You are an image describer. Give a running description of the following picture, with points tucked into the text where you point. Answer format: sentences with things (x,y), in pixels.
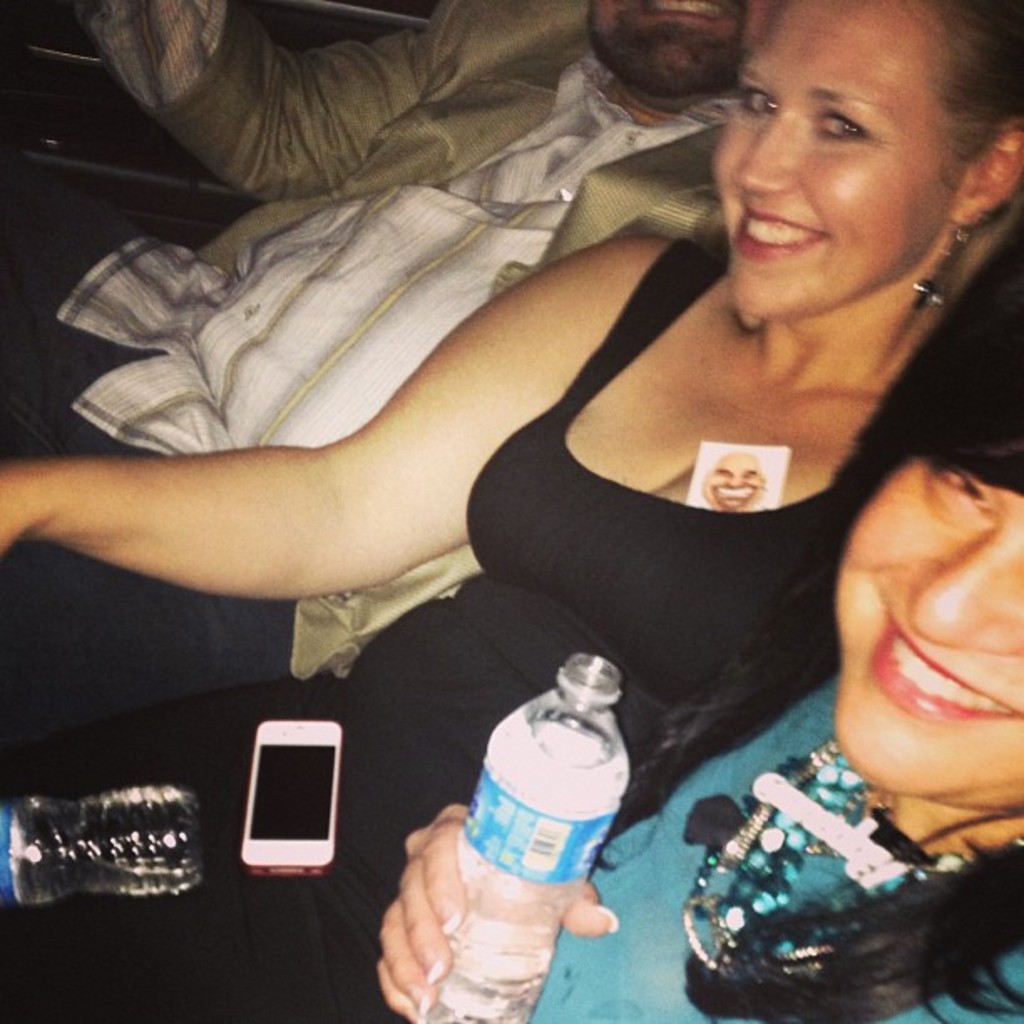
In this picture Three people (405,424) are sitting inside a car (173,211) with one of them holding a water bottle (492,889) in her hands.
